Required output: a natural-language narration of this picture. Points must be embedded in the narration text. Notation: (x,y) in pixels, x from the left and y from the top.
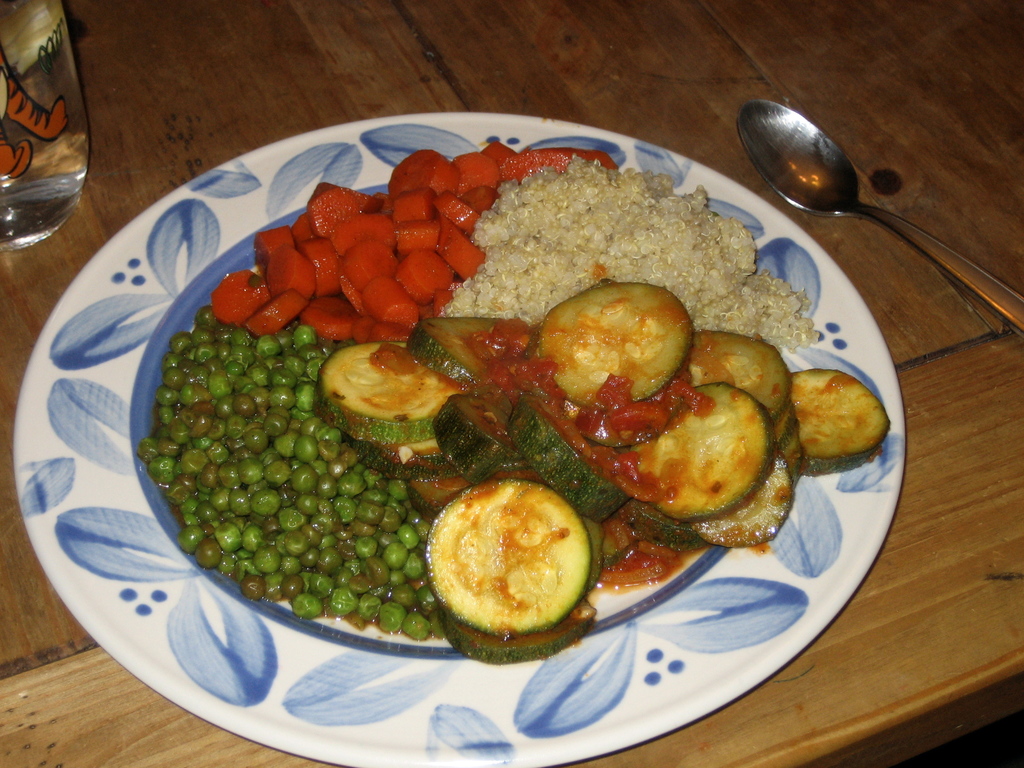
In the center of the image (483,367) we can see food (483,367) in plate (642,605) and spoon (981,281) placed on the table (356,19).
